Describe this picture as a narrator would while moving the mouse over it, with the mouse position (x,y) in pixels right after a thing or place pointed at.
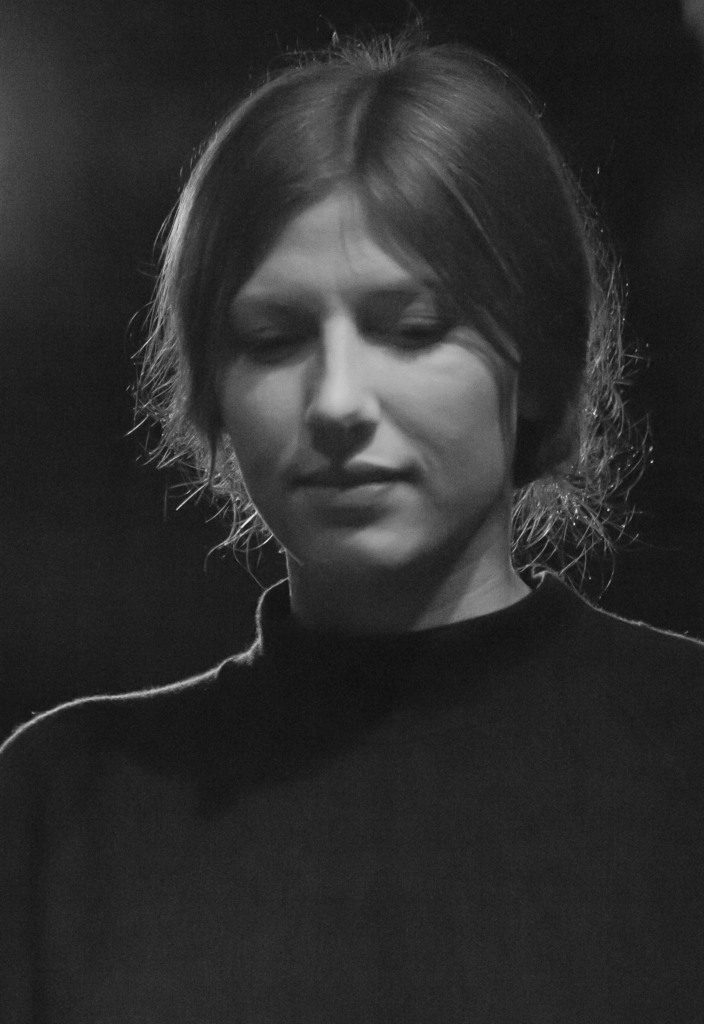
In this image I can see a woman (333,442) and background (686,50) is dark.
